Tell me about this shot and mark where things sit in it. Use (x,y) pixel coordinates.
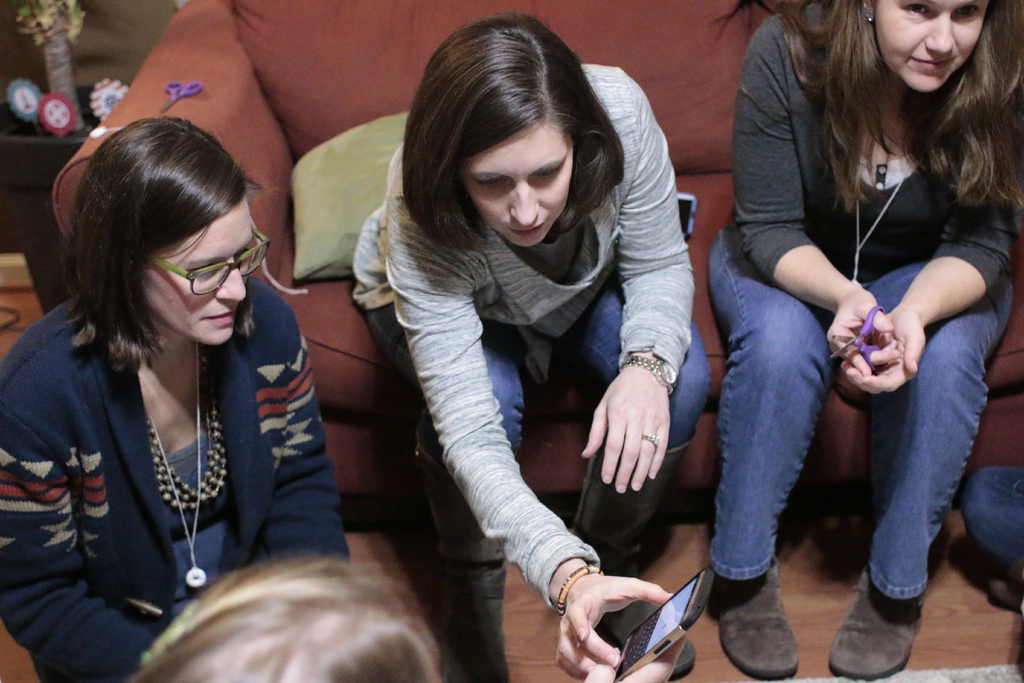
This picture is clicked inside the room (147,8). Here are five people (493,398), out of which three (664,231) are women (420,281). In the middle of the picture (450,256), we see woman (594,261) sitting on sofa (134,104) is holding mobile phone (661,651) in her hands (569,642) and showing something to the other woman (299,398). Woman (846,21) on the right corner of this picture (824,157) sitting on the sofa (843,410), is holding scissors (859,334) in her hand (845,332) and she is smiling. Besides sofa (76,156), we see flower pot (38,184).
